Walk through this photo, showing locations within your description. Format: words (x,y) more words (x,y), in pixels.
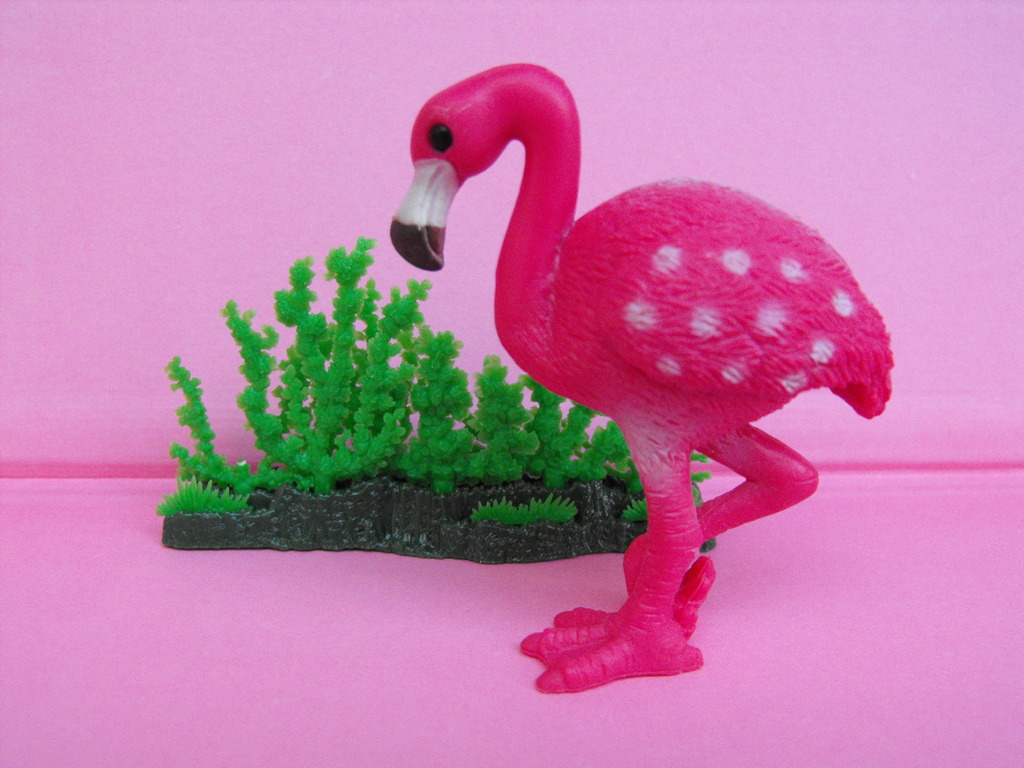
In this image there is a toy flamingo (689,389) and a toy plant (456,451) on the pink color surface (938,663) and background (70,263).
